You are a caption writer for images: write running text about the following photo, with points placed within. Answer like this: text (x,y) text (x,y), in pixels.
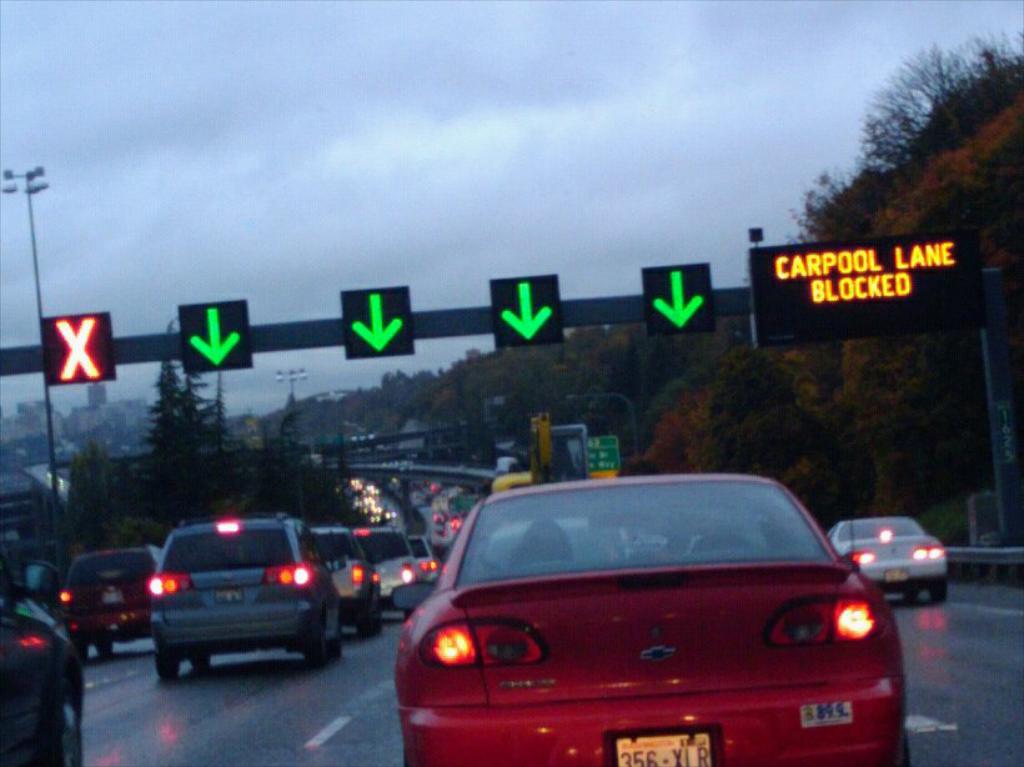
In this image, I can see the cars (878,665) on the road (311,721). These are the sign boards (225,342) and a digital screen (864,332), which are attached to a pole (18,366). I can see the trees (752,363). On the left side of the image (52,514), that looks like a pole (35,171). This is the sky (532,148).
